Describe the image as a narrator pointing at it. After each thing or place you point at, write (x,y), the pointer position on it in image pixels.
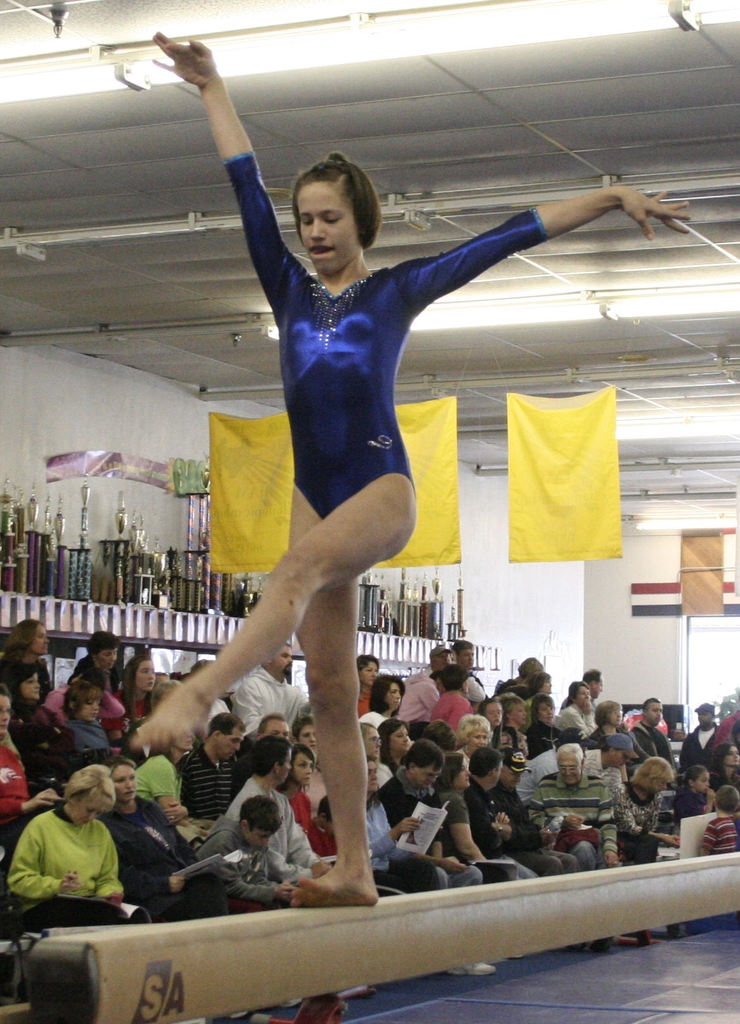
In the foreground of this picture (362,838), there is a girl (306,881) walking on a balance beam (128,928). In the background (135,923), there is the crowd (495,701), flags (523,507), ceiling (626,337), lights (701,287) and the prizes (178,572).
